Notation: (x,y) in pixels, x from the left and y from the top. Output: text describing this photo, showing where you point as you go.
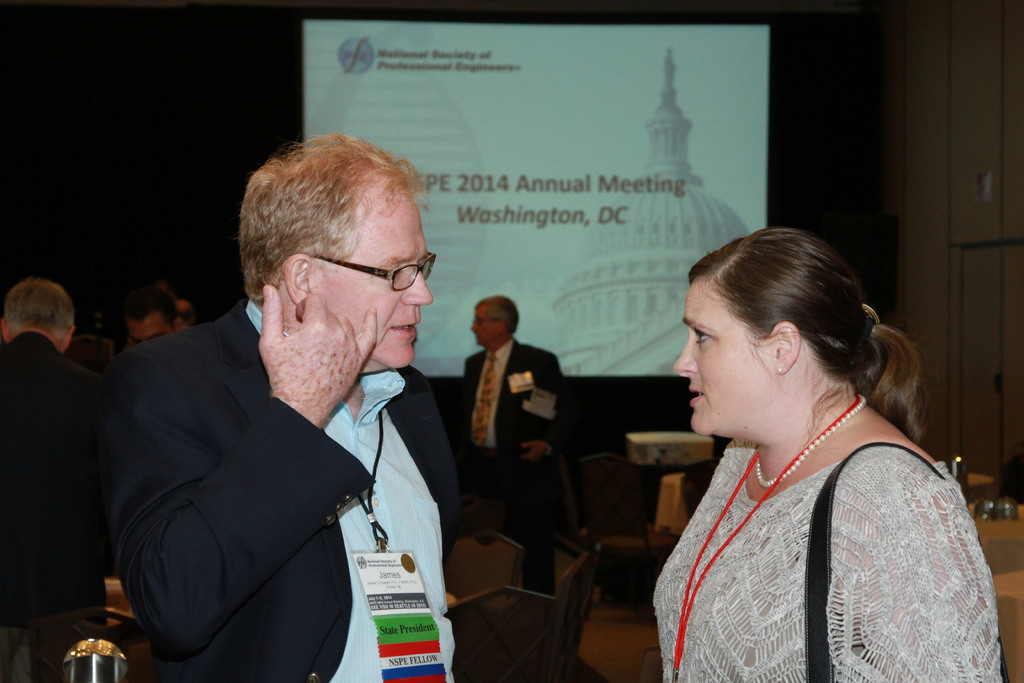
In this image we can see persons (130,484) standing on the floor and chairs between them. In the background (335,68) we can see wall (180,85) and a display (459,122) on it.
